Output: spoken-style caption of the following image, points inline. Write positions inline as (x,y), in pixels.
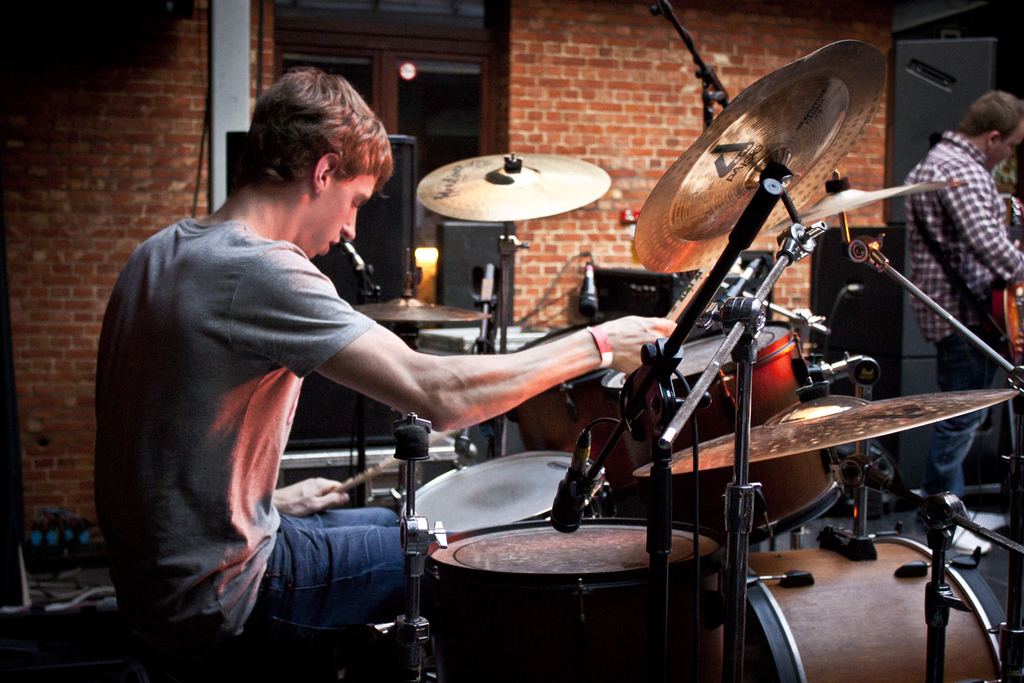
In the center (415,351) we can see one man (378,555) sitting on the chair (167,677) and holding sticks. On the right (923,243) we can see one man (974,281) standing and holding guitar (1015,333). In between them they were few musical instruments (816,405). In the background (497,124) there is a brick wall (608,122), door (402,99) and light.
